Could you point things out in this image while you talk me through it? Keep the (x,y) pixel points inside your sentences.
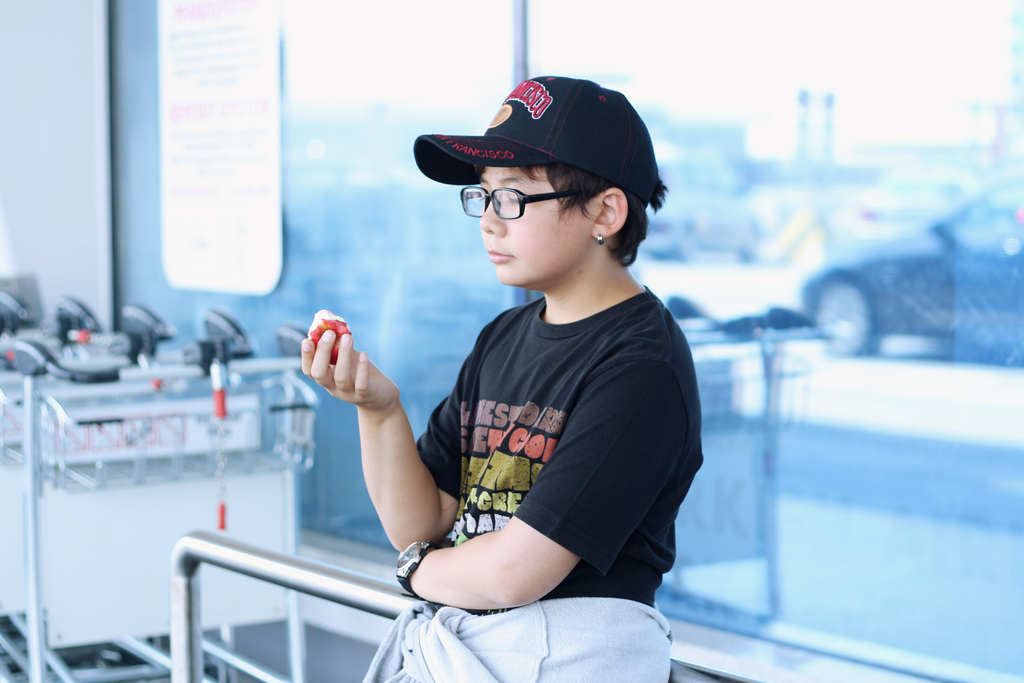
This person (544,283) wore spectacles (509,212), cap (582,168) and holding food (322,318). Board (217,233) is on glass (364,328). These are carts (164,454). On this glass (963,242) there is a reflection (1008,267) of a vehicle (954,254).
